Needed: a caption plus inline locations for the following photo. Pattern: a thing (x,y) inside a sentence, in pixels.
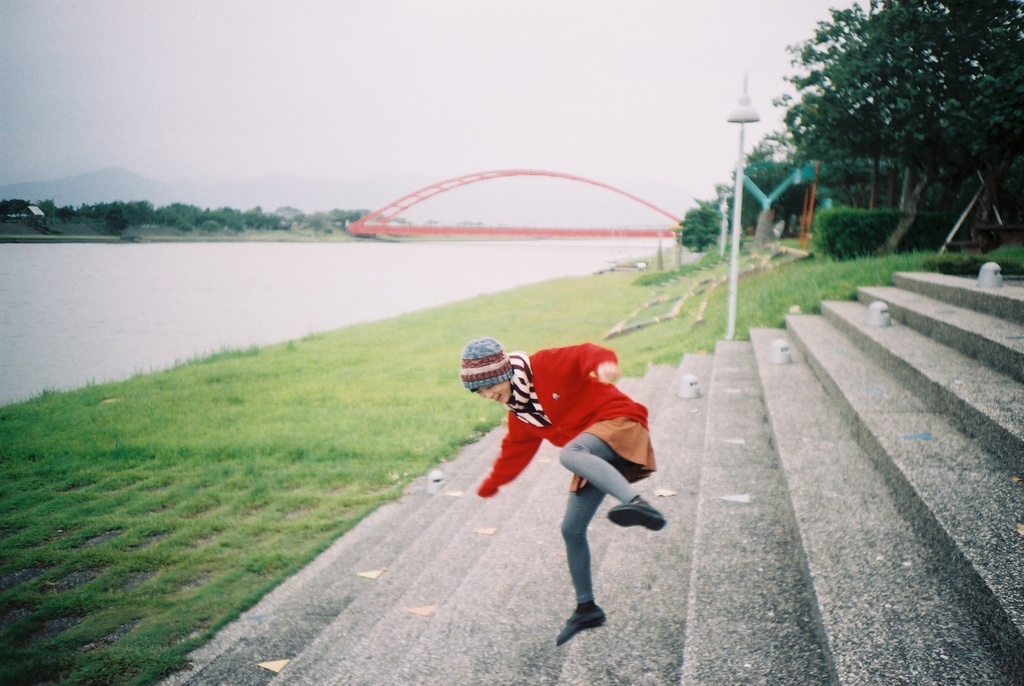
In this picture there is a person (491,370) in motion and we can see steps (711,424), grass (709,252), light pole (737,252), water (606,243), plants (941,237) and trees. In the background of the image (65,219) we can see trees (187,210) and sky (327,94).
